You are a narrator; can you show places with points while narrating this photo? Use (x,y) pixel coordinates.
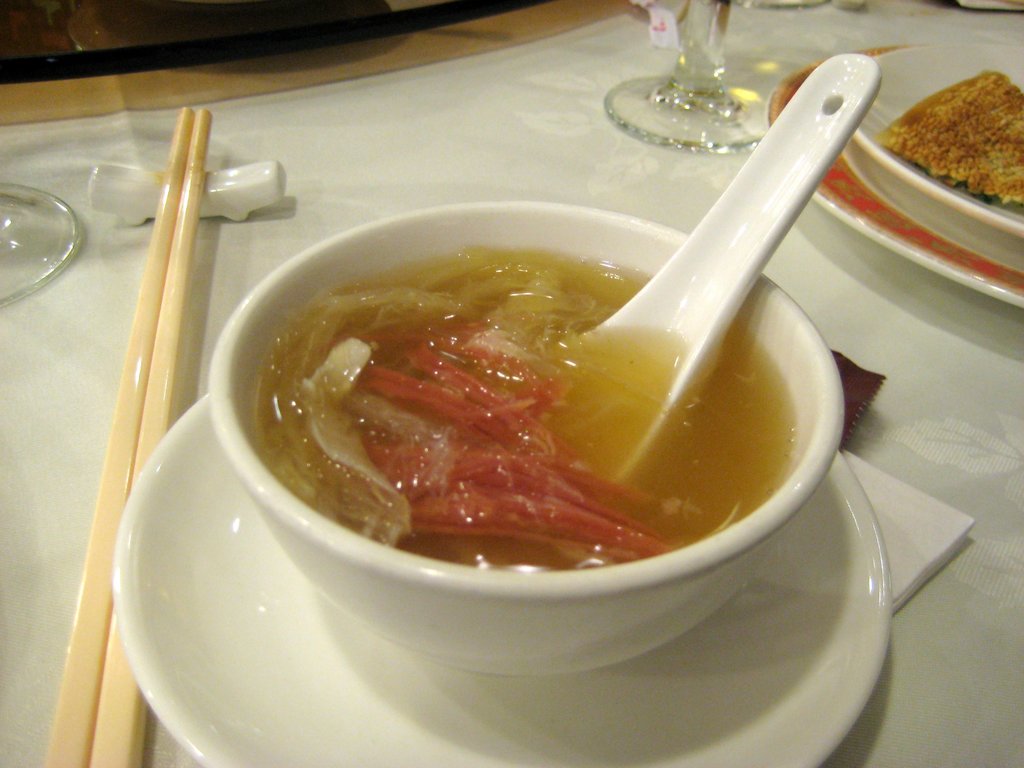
In this picture there is crockery (968,244) on the table (921,350). In the center (452,475) there is a bowl (606,630) placed on a plate (275,679) and in it there is soup (435,468). To the above right corner (997,125) there is a plate (941,206) and in it there is food (984,126). On the table (577,117) there are glasses (26,223), chopsticks (169,275) and tissues (915,508).
